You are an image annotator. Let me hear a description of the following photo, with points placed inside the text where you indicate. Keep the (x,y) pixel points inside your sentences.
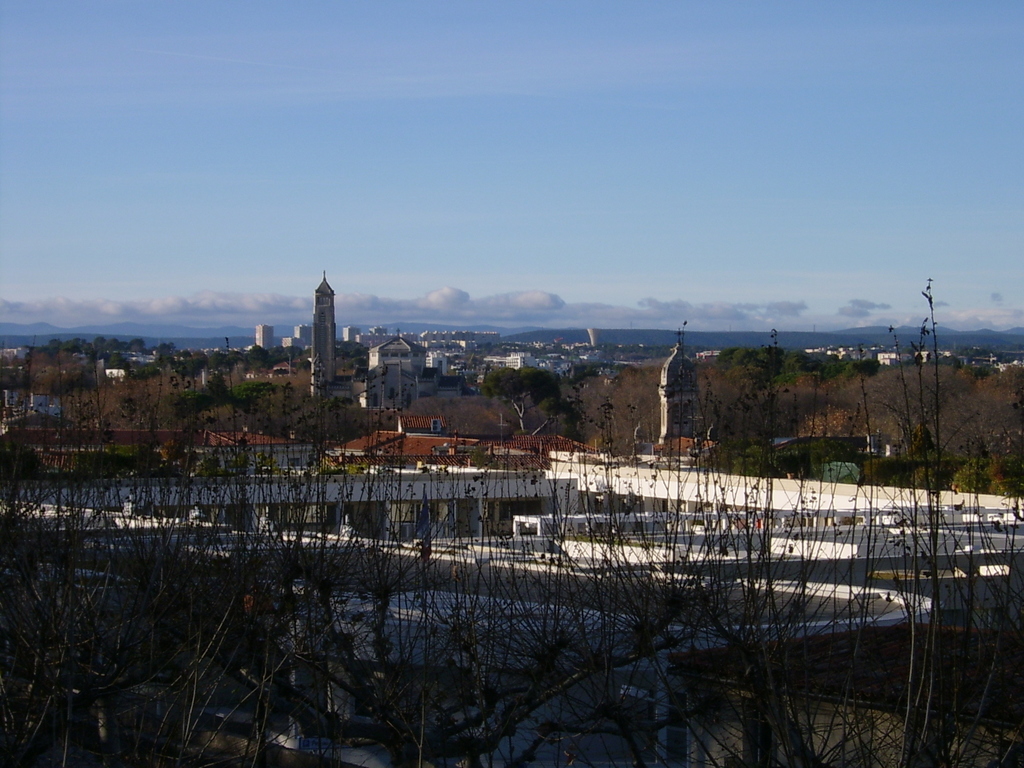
In this picture I can see number of trees (327,482) and buildings (252,447) in front (114,648). In the background (204,276) I can see the sky (587,177), which is a bit cloudy.
